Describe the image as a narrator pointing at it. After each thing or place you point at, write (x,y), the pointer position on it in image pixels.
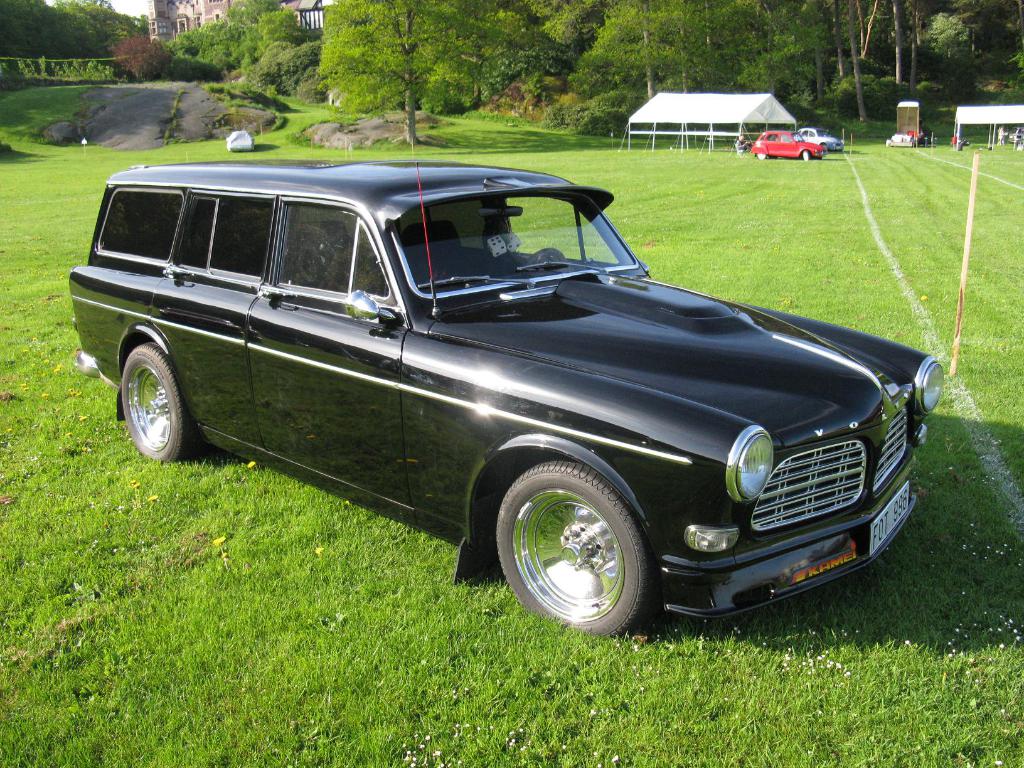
In this image we can see a car (500,334). On the ground (358,609) there is grass (819,617). In the back (810,155) there are cars (800,145), shed (764,112), trees (493,75), rocks (204,108) and a building (208,14).
